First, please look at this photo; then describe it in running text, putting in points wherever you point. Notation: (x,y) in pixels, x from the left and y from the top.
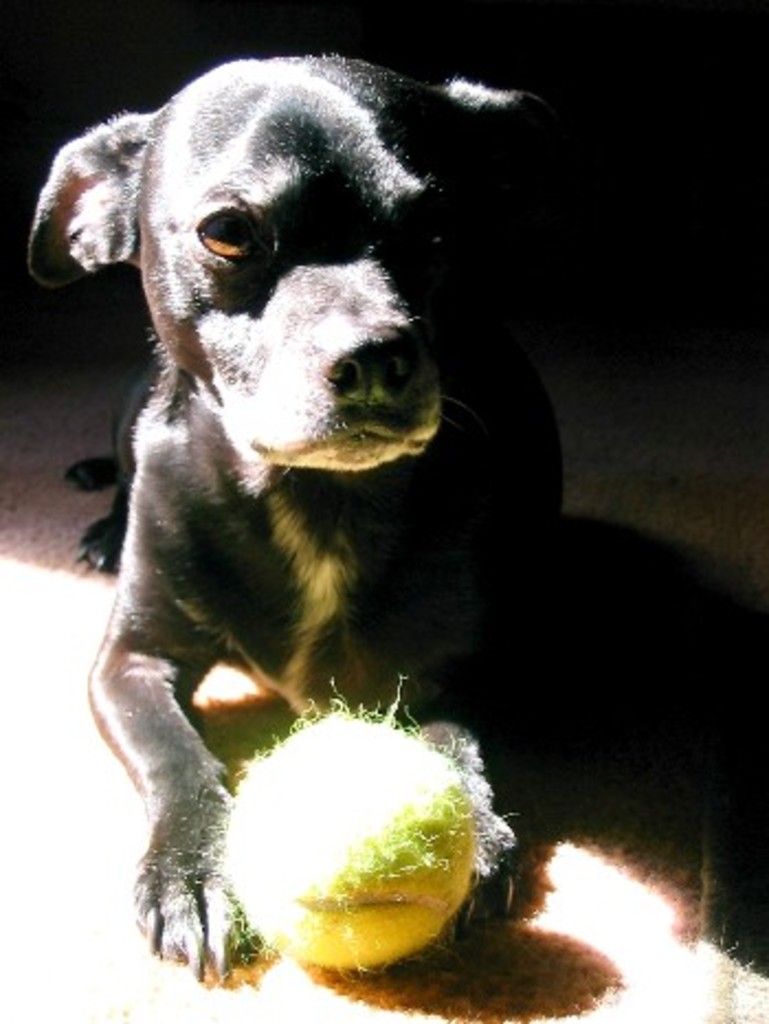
In this image we can see a dog (331,395) with a ball (341,767). In the back (688,409) it is dark.
